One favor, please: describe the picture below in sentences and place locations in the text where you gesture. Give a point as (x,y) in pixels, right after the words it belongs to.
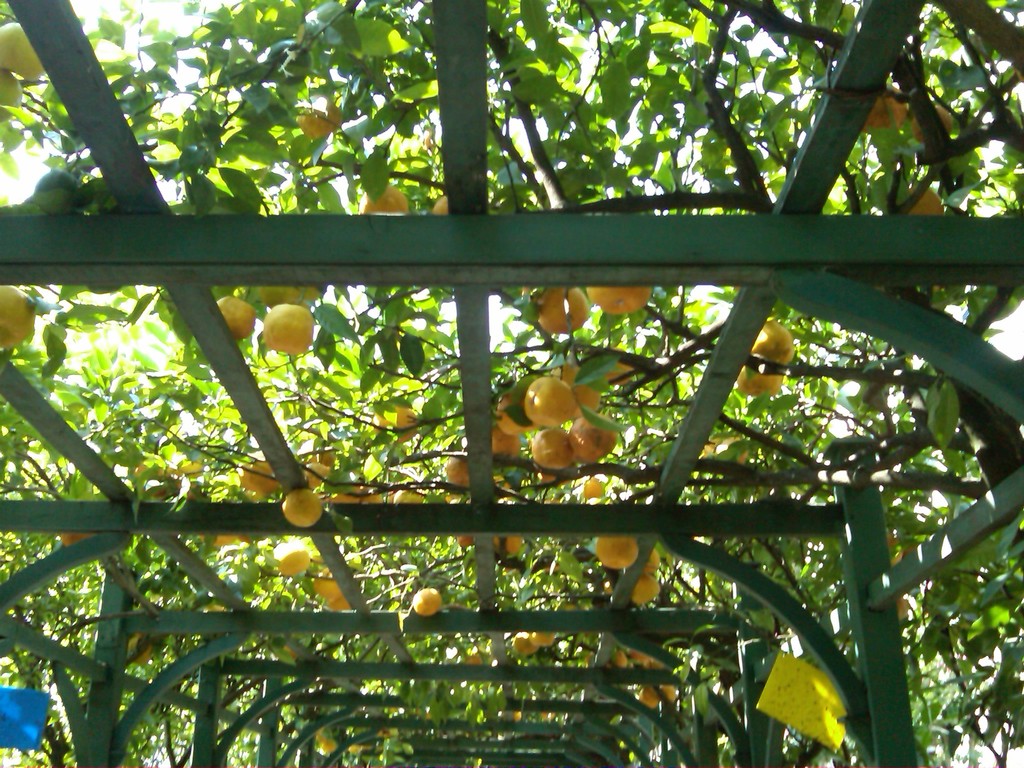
In this metallic poles (453,194), trees (609,370) with fruits (318,130), boards (828,730) and the sky (266,59).
